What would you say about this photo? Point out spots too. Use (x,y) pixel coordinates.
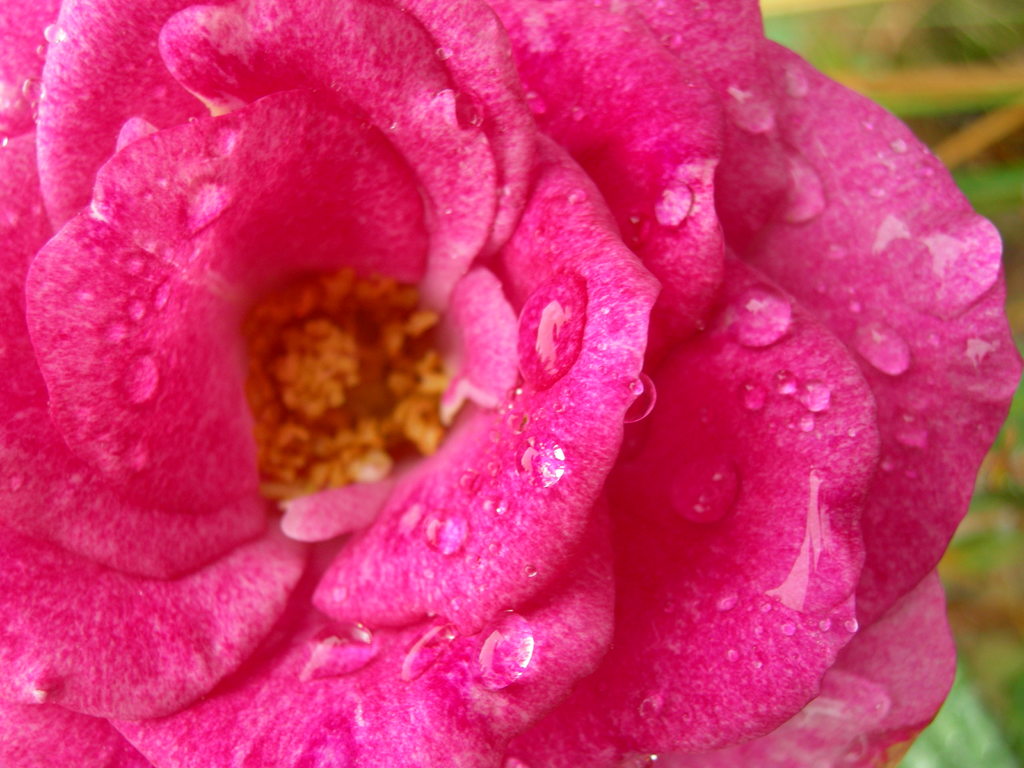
In this image we can see the water droplets (663,203) on the pink color rose (583,489).
